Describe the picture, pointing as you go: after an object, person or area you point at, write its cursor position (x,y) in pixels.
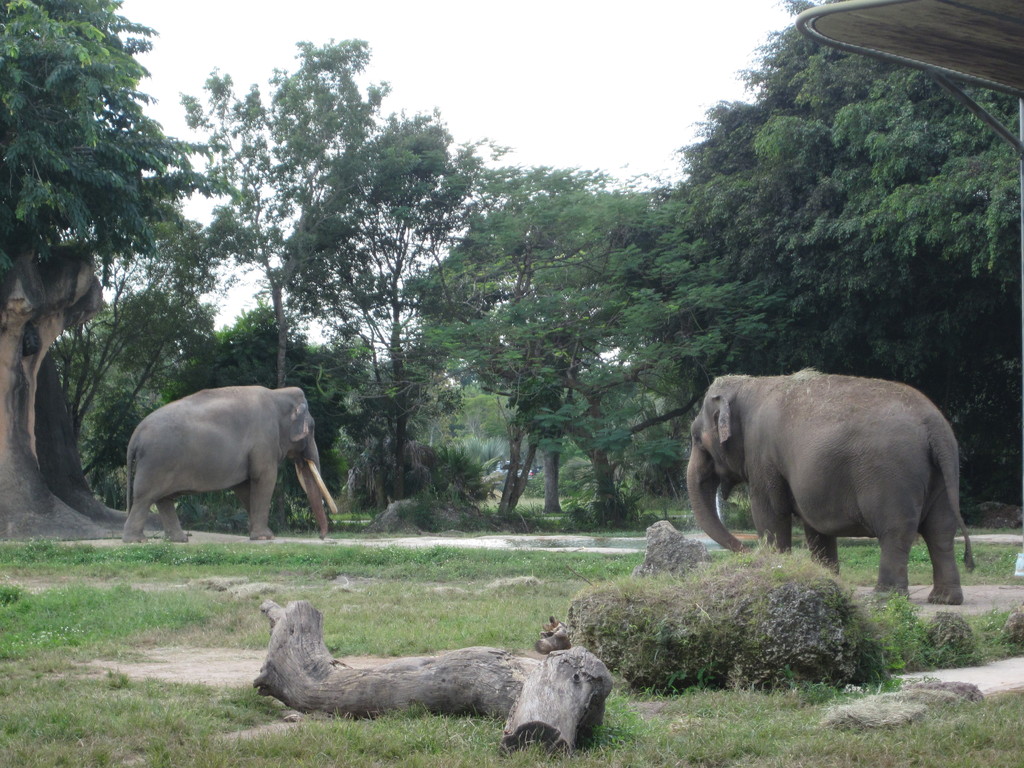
In this image we can see two elephants (250,490) standing on the ground (214,628). In the foreground (501,712) we can see wood log (536,679). In the background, we can see a shed (983,44) and the sky (510,139).
